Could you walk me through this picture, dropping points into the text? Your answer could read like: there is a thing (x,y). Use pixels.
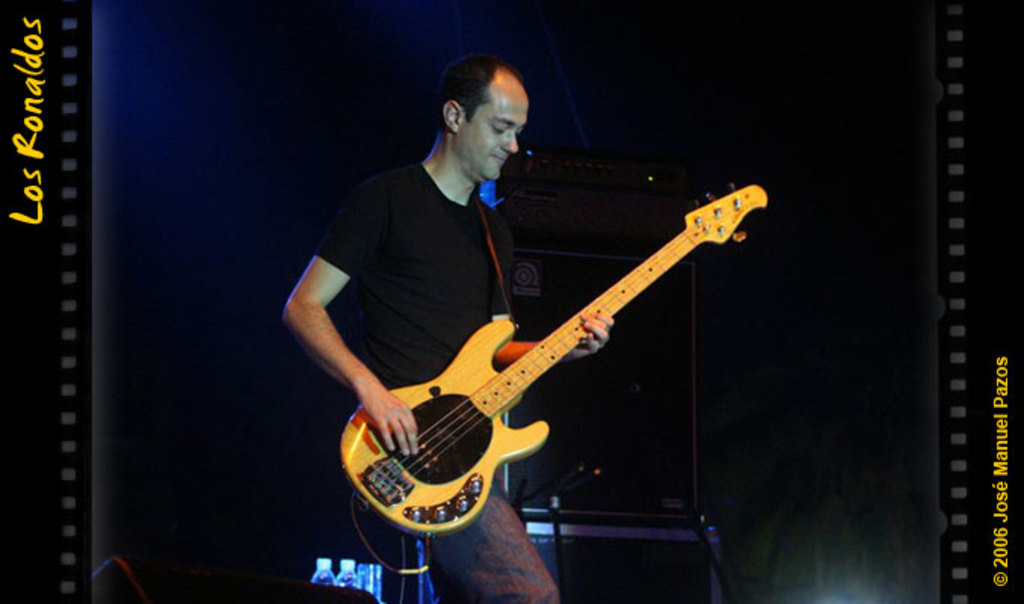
In this image we can see a man (494,590) is playing guitar (439,450). In the background (355,573) the image is dark but we can see electronic devices (638,232) on a box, water bottles (324,561) and on the left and right side we can see texts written on the image.
